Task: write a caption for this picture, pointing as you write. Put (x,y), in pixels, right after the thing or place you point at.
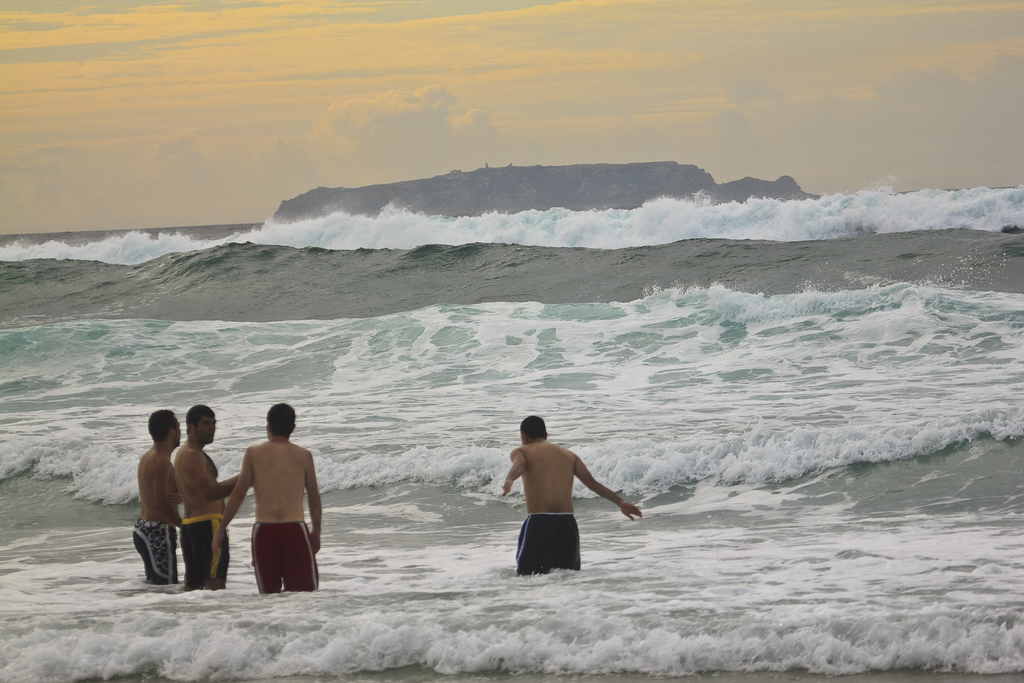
In the foreground of the picture (205,468) there are four men (267,515) in the water (486,482). The picture consists of a water body (403,307) there are waves (723,305) approaching. In the background (374,208) there is a hill (639,182). Sky (370,94) is cloudy.
